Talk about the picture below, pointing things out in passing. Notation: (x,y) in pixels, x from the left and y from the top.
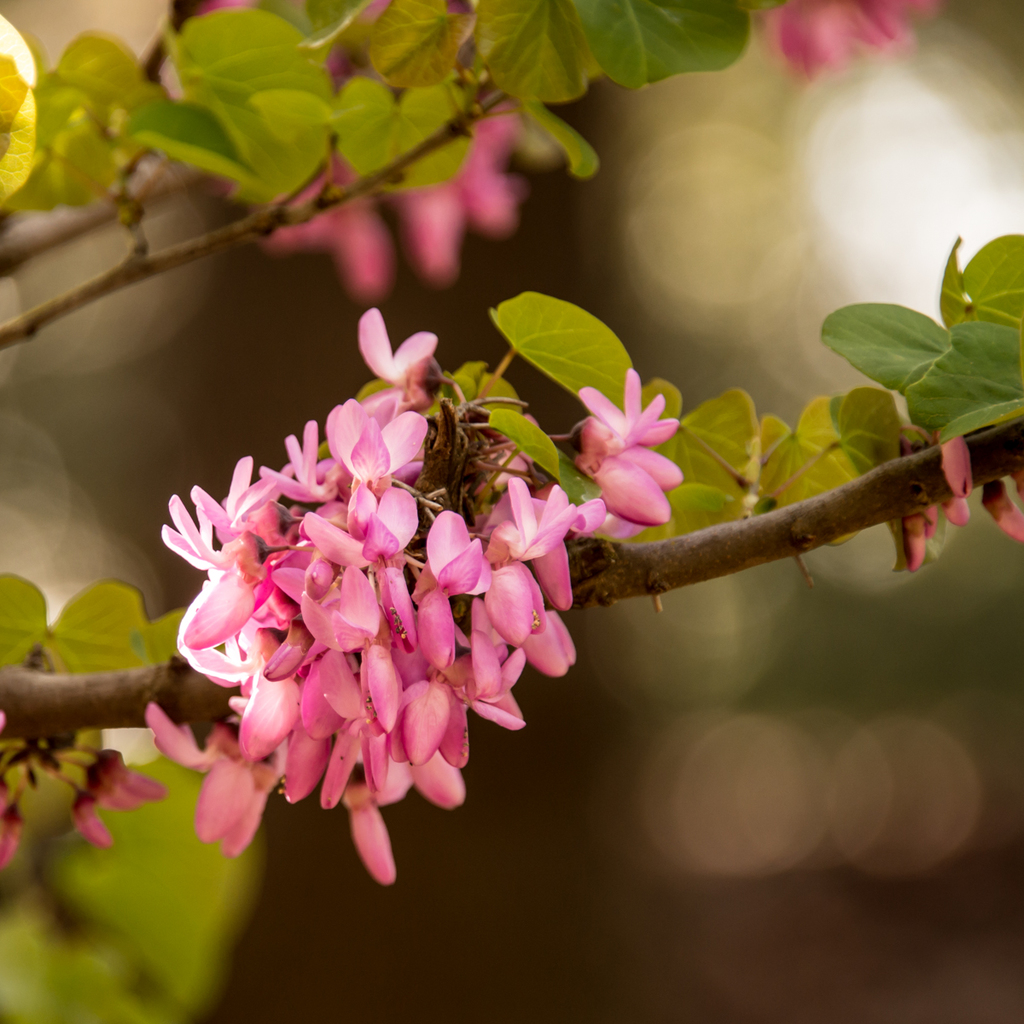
On the left side (120,591), there are branches (462,72) of a tree (827,17) having leaves (529,68) and flowers (356,566). And the background (227,318) is blurred.
